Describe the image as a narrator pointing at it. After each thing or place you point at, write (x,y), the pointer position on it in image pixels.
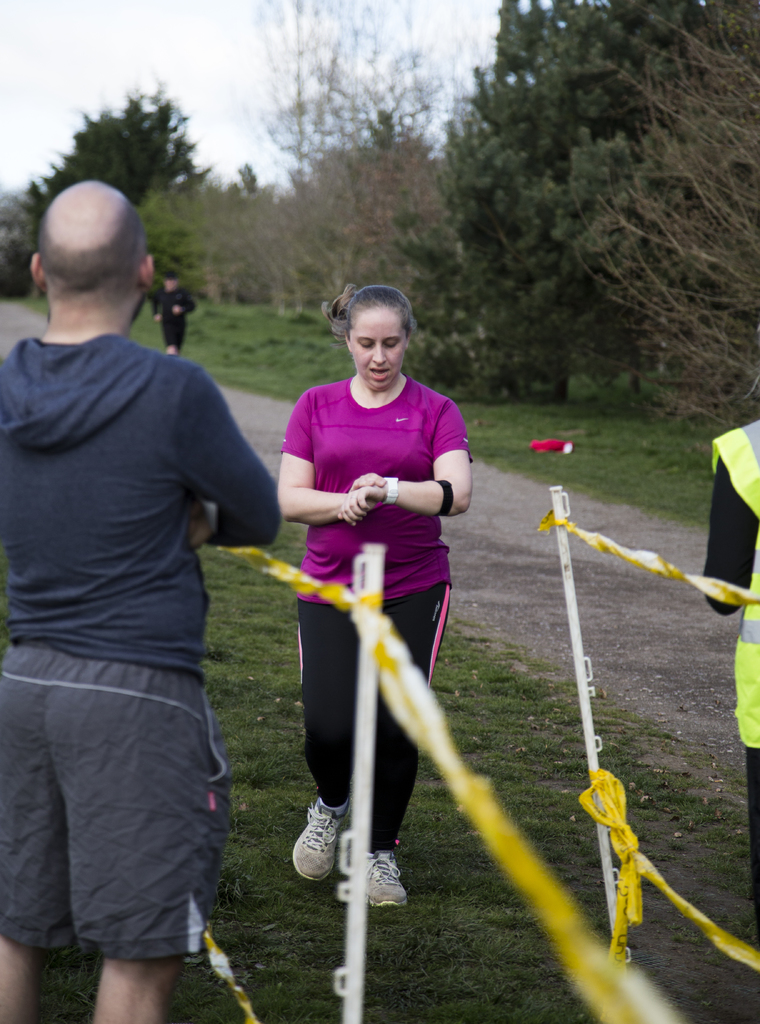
In this image we can see few persons (180,486) are standing on the grass (226,688), ropes (734,957) and poles (359,625). In the background (178,299) we can see a person (185,310), path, trees (198,283) and the sky (112,66).
